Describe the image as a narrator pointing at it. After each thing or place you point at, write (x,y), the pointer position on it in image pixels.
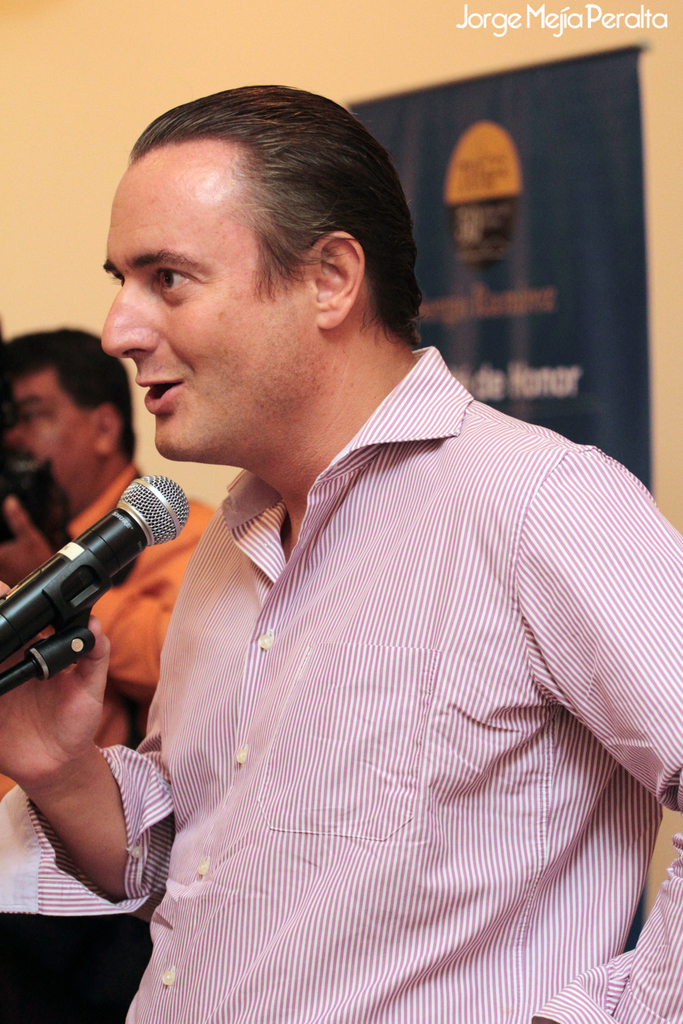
This is the man (318,743) standing and talking in the mike (82,604). At background (527,210) I can see a poster (519,216) attached to the wall (368,49), and a person (104,450) standing.
